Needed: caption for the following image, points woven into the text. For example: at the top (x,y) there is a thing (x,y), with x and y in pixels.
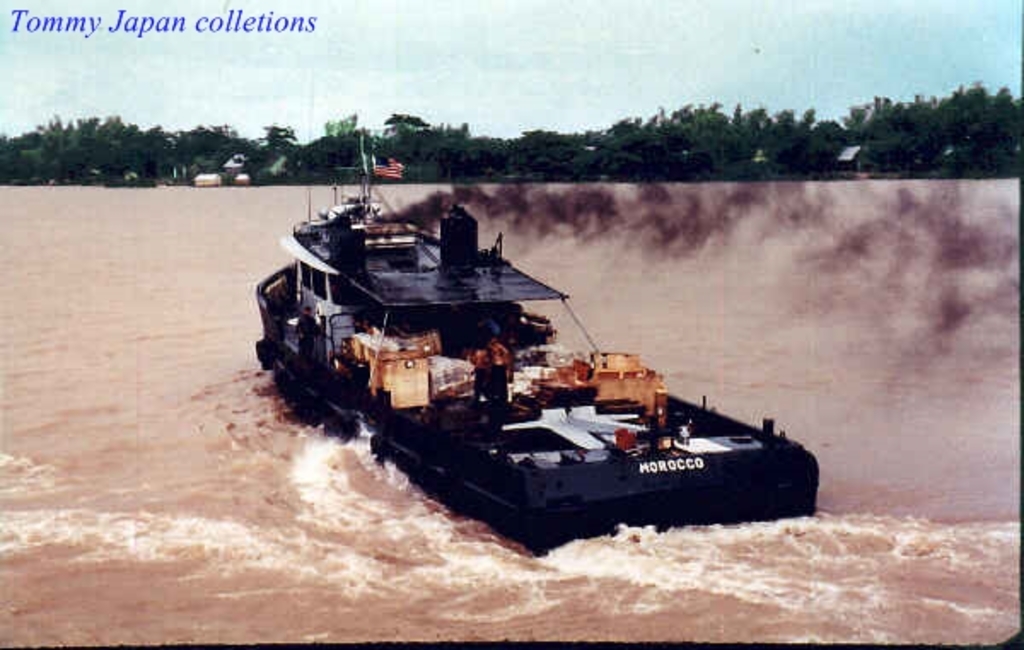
In this image I can see the boat (392,410) on the water (120,480). The boat (603,467) is in black color. In the back (18,149) I can see many trees (534,144) and the sky (446,81). I can also see the watermark (213,31) in the image.
